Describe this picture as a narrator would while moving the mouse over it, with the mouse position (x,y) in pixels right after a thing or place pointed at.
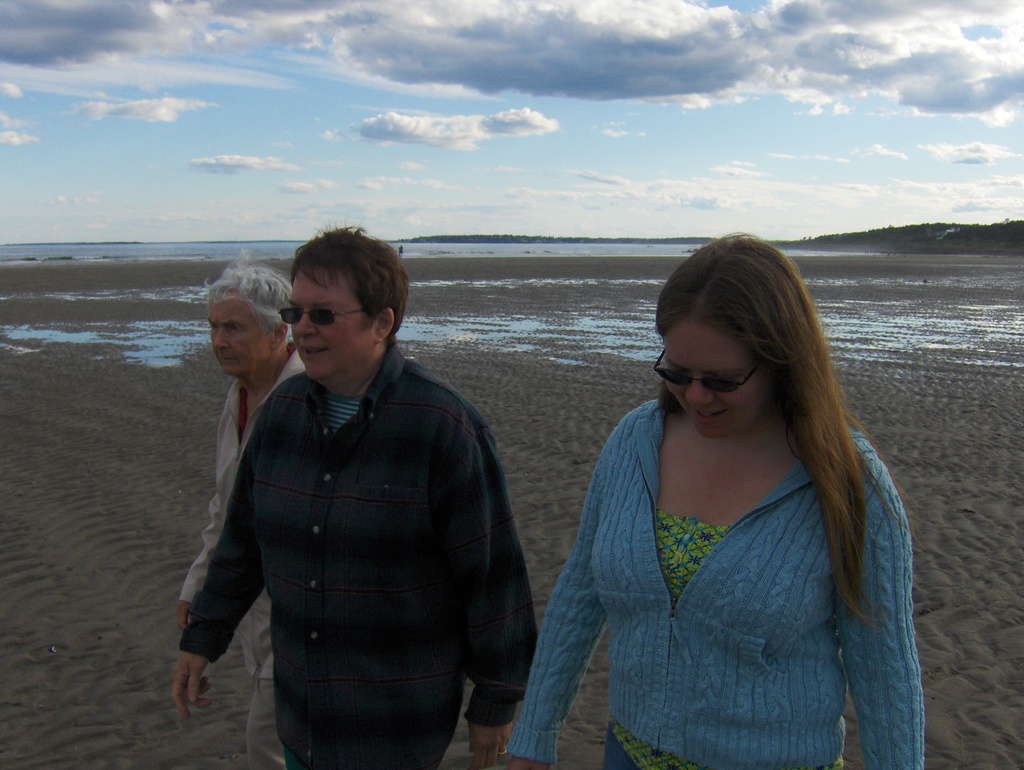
In this image three people (516,538) are walking on the sand (36,709). At the back side (129,254) there is river (623,249). At the background (595,14) there is sky (575,96).
